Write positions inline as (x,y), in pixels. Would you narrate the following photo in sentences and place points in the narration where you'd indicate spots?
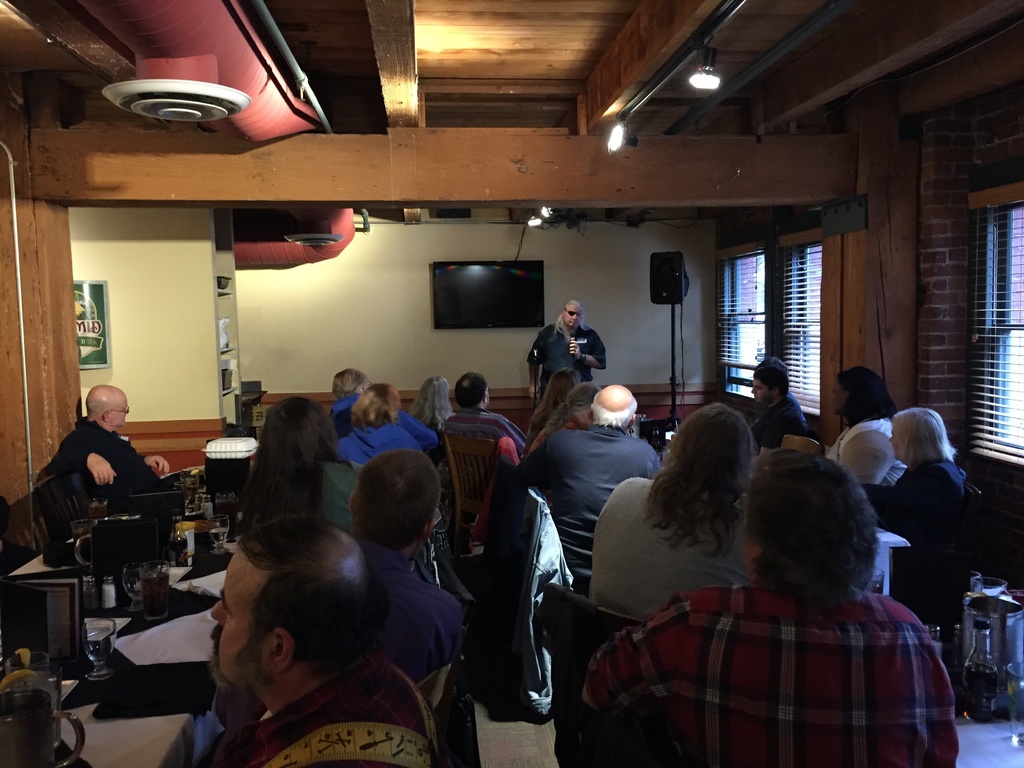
At the bottom of the image (762,692) few people (231,756) are sitting and there are some tables (1002,741), on the tables (98,594) there are some glasses (95,625), plates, papers (51,606) and some bottles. In front of them a person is standing. Behind him there is wall (396,282), on the wall (508,229) there is a screen (515,320). At the top of the image (450,74) there is ceiling (469,149), on the ceiling (619,77) there are some lights (714,71).
